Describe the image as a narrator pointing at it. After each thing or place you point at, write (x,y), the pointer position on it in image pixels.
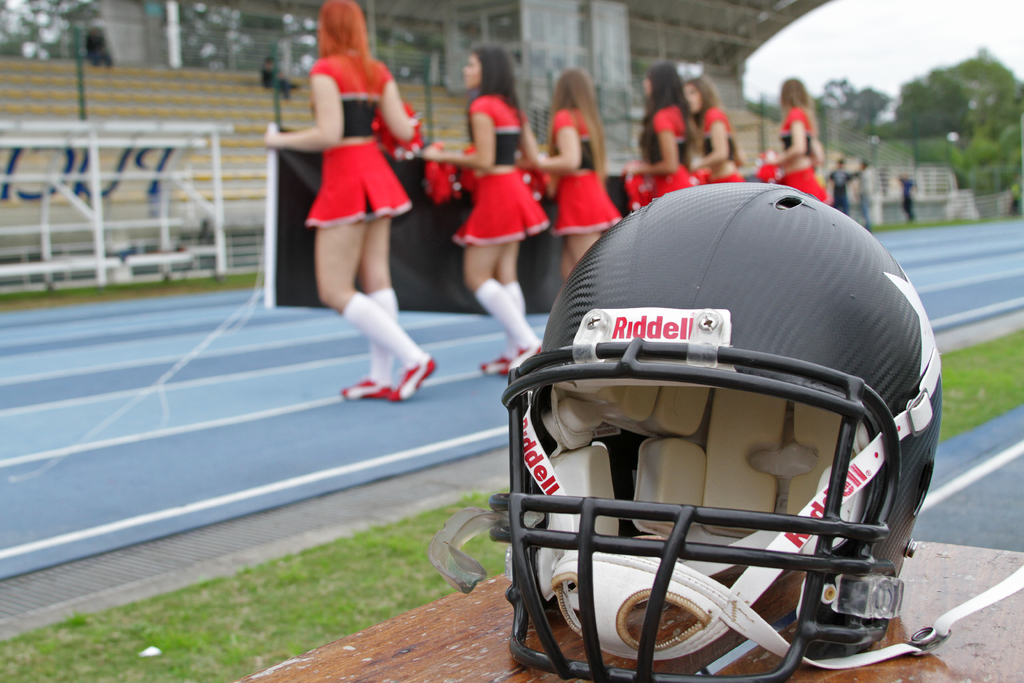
In this picture I can observe black color helmet (677,482) placed on the brown color table (476,637) on the right side (745,666). In the middle of the picture (512,245) I can observe six women (573,169) wearing red color dresses (573,182). In the background (853,78) I can observe trees (959,113) and sky (836,46).
